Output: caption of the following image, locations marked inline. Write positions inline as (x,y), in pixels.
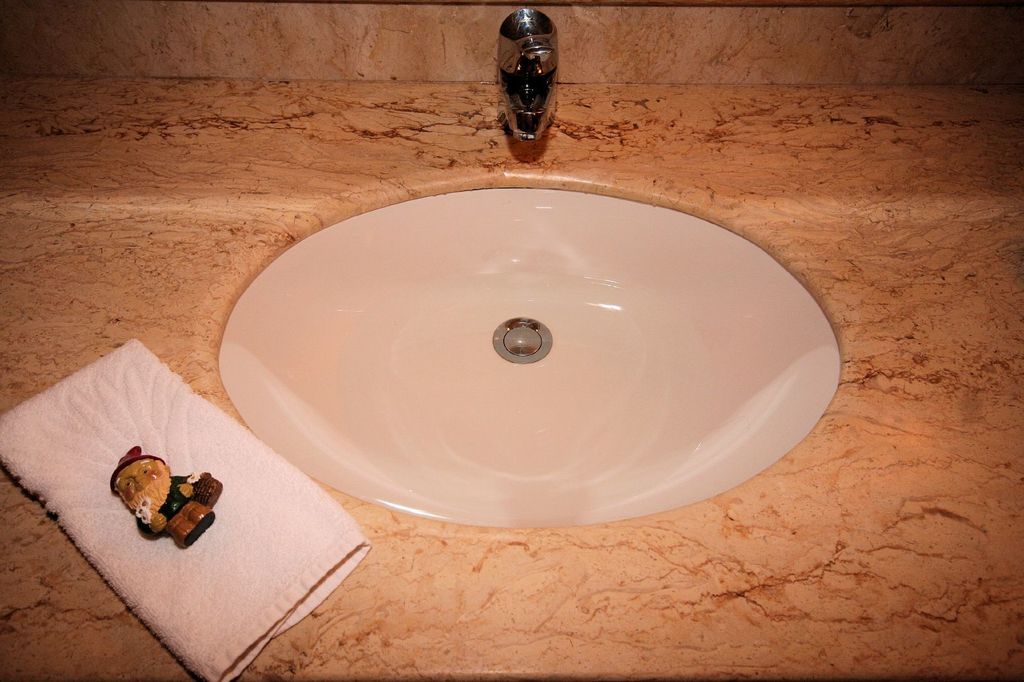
In this picture I can see a wash basin (542,203) and a tap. I can see a napkin (203,543) and a toy (166,506) on it.
